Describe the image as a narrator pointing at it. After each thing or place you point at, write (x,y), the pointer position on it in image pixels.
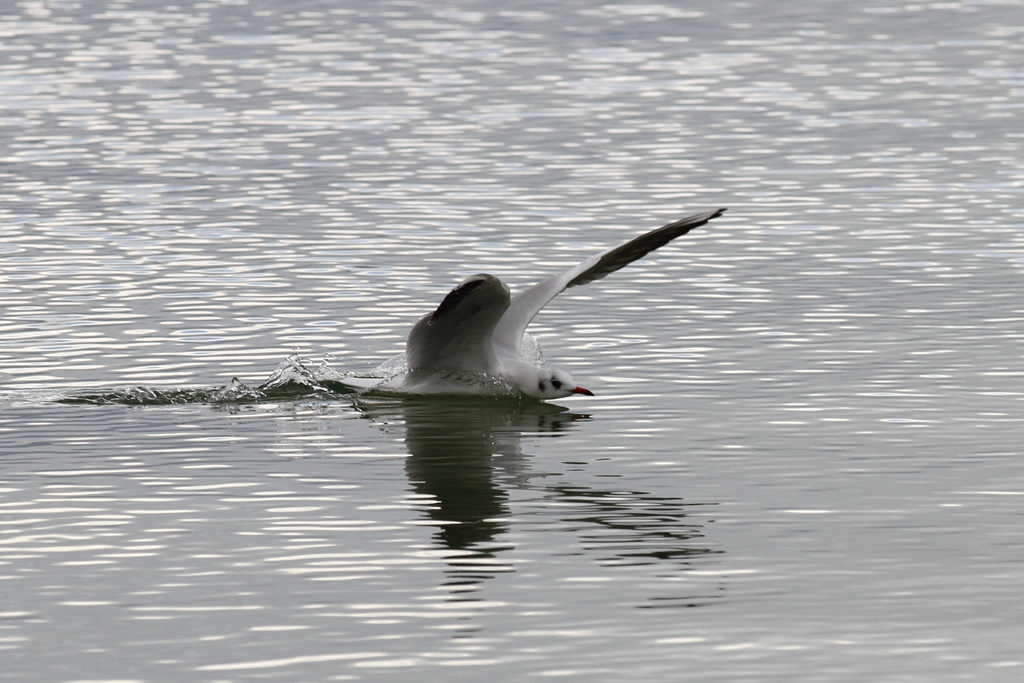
In this image we can see a bird (486,338) in the water (600,386).
